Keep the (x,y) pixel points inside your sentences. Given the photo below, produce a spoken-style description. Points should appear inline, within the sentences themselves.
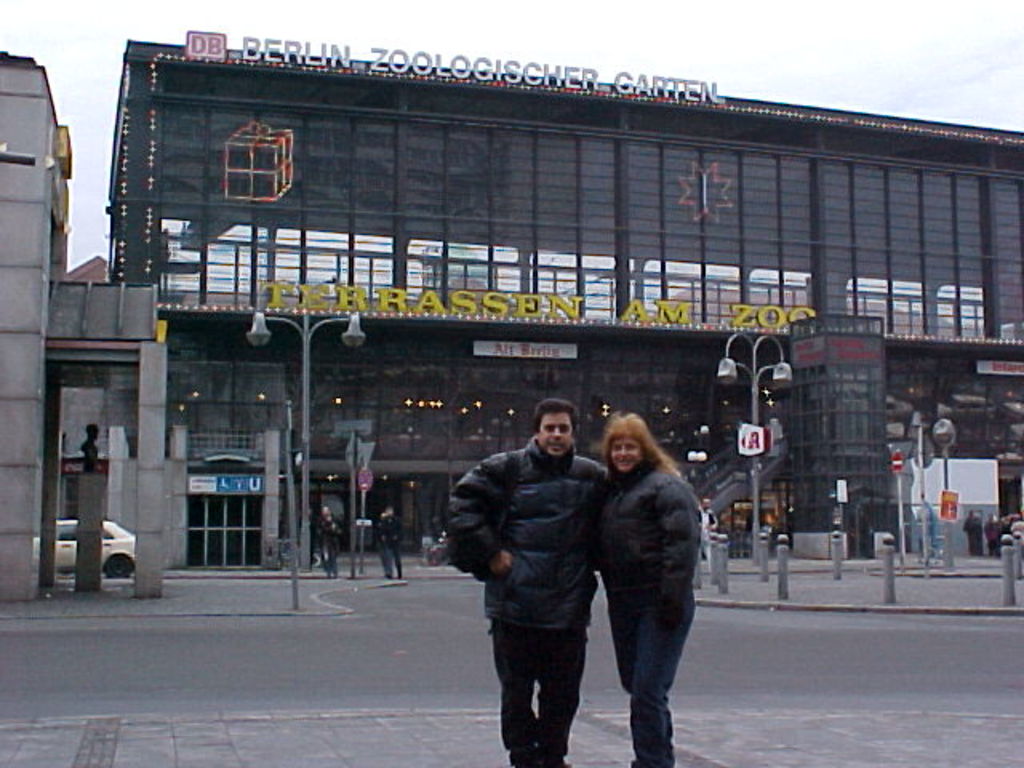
There are two persons (543,751) on the platform (257,730) and there is a vehicle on the road (447,605). Here we can see poles (758,551), lights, boards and buildings (423,360). In the background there is sky (879,50).
